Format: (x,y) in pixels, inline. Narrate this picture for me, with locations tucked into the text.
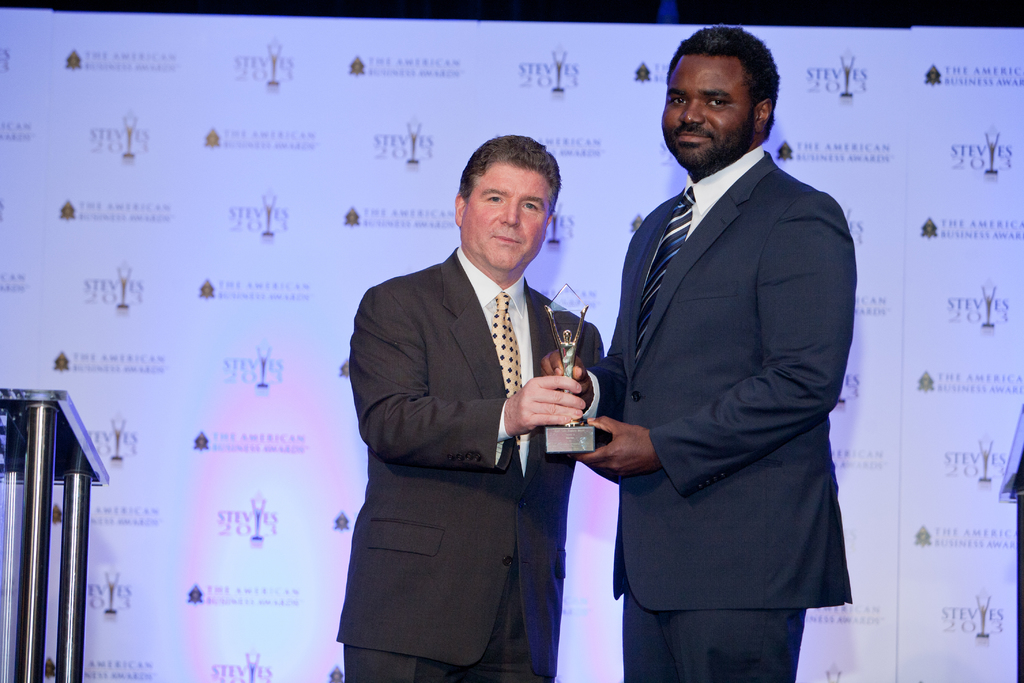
In this image, we can see two people (599,385) who are holding an object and standing. To the left side (30,660), we can see a table (66,566). In the background (276,221), we can see a white board (243,170) with some text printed on it.
